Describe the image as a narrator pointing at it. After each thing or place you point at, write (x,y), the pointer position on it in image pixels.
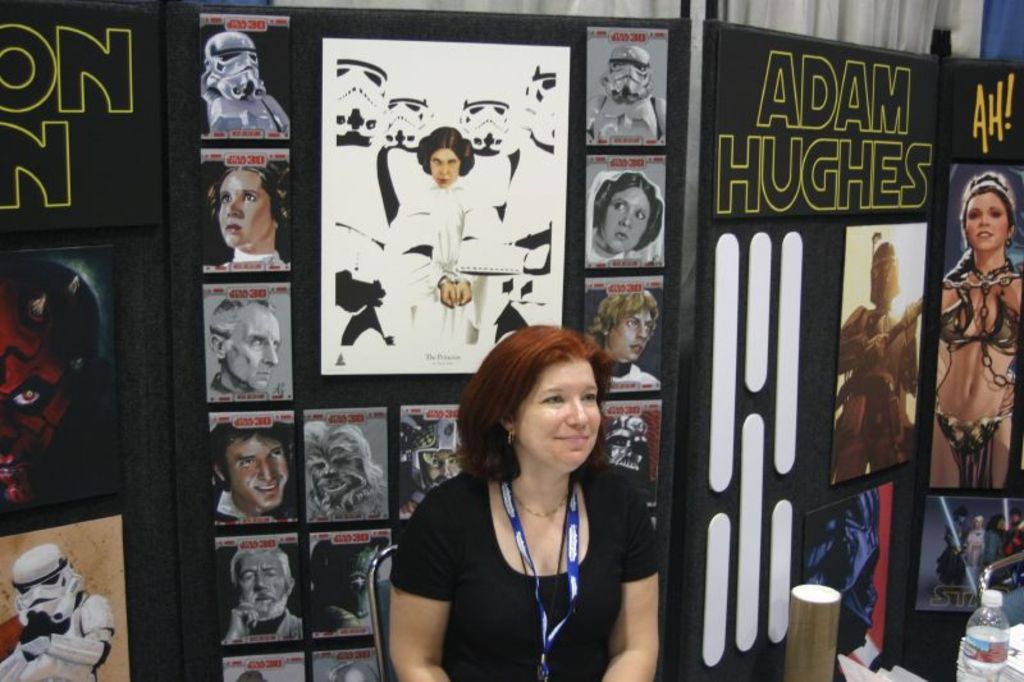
In this image we can see a lady (606,591) sitting on the chair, behind her there is a board (579,215), on that there are some photographs (226,360) of few people (446,313), also we can see some text (26,102) on the board (584,297), there are curtains (872,8) behind the board (712,67), in front of the lady (473,566), there is a bottle (964,643), and an object (833,615).
